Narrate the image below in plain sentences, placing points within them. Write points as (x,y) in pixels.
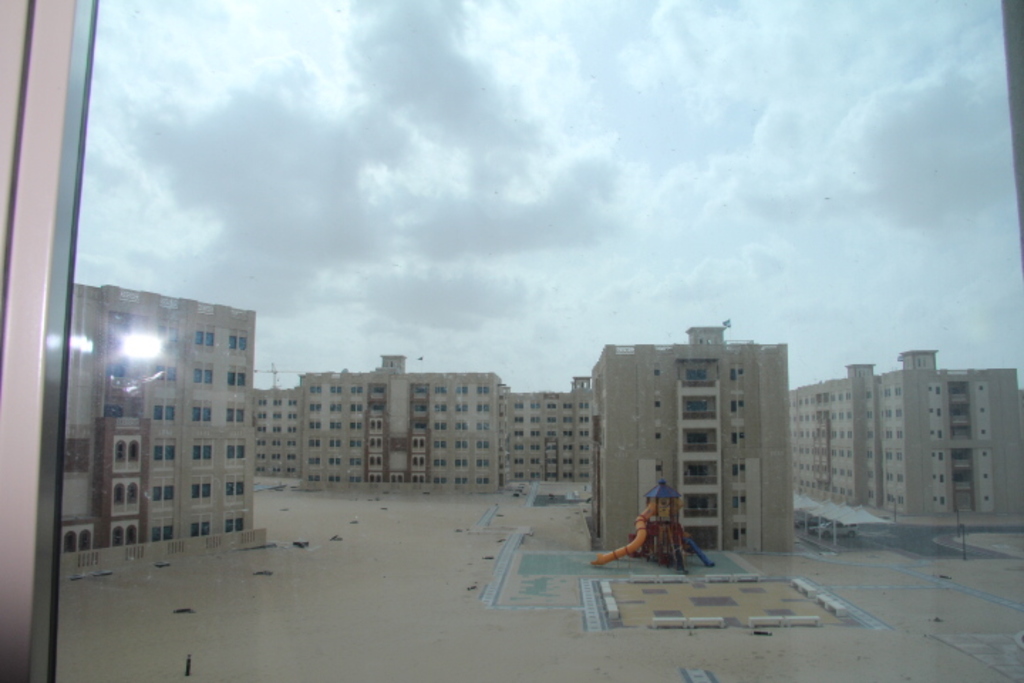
In this image I can see the glass window (327,169) through which I can see few buildings (595,417), an object (666,508) which is orange and blue in color on the ground (607,566), few white colored tents (825,511) and few cars (824,525) below them and the sky (452,186).
